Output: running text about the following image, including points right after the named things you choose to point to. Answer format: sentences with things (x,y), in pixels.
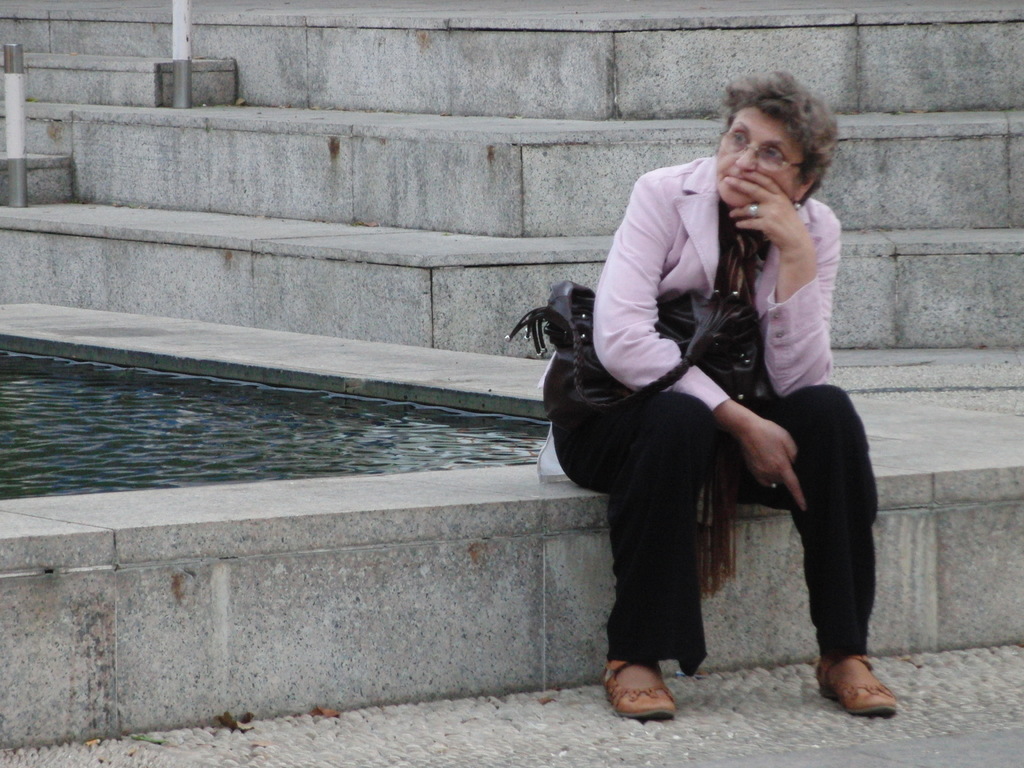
In this picture we can see a woman (780,331) sitting in the front (781,351) and thinking something. Behind there is a small water pool (212,409). In the background (375,270) we can see some steps (454,258).
